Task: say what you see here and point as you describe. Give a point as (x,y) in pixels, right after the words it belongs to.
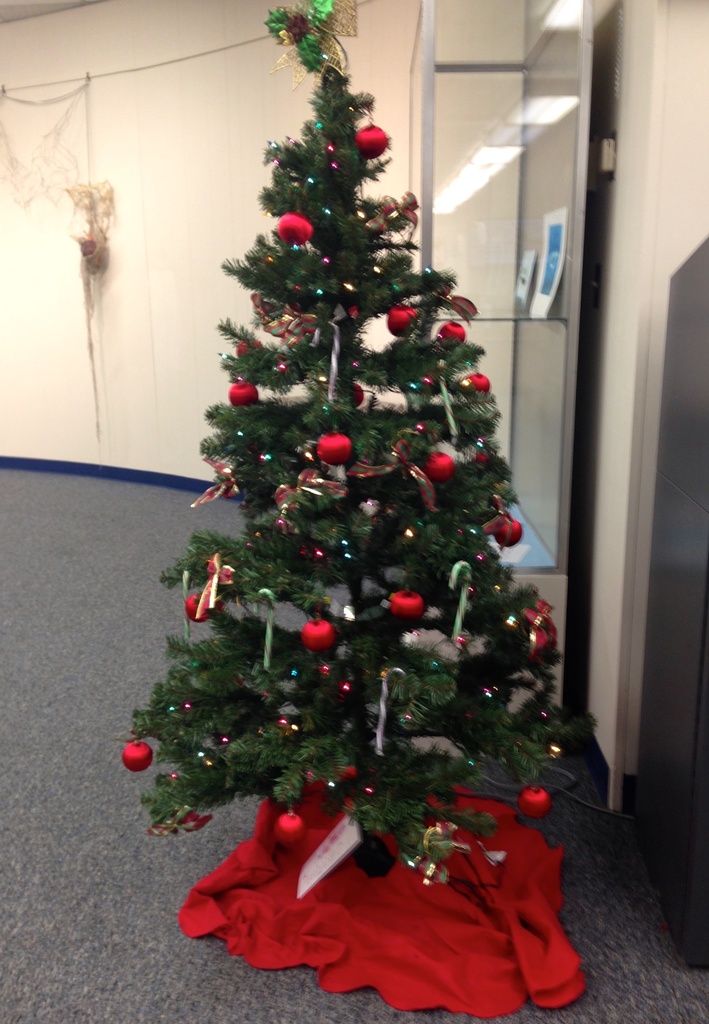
In this picture I can see a tree (305,518) decorated with lights (342,541), balls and some other items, there is carpet (58,934), there are two items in a glass box (508,294), and in the background (131,114) this is looking a net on the wall (187,211).
